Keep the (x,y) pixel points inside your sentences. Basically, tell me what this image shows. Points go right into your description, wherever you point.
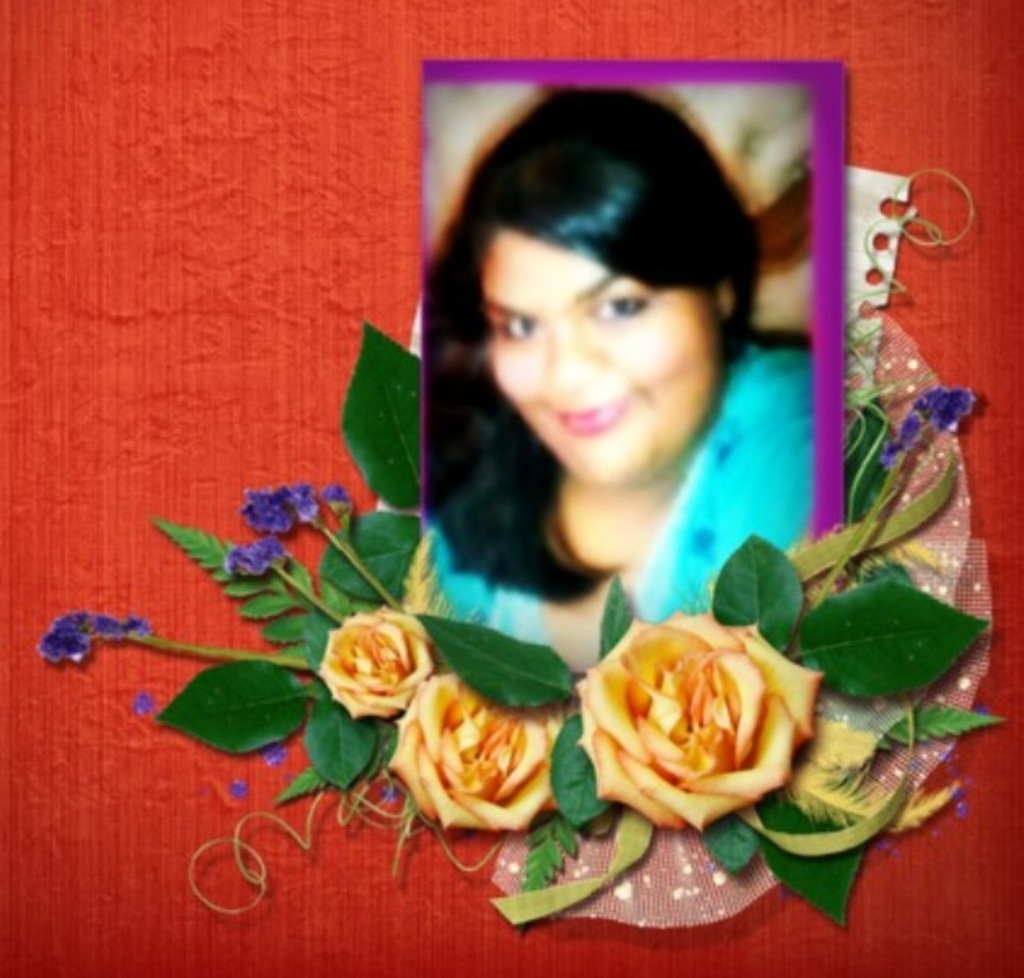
In this image we can see a blurred picture of a woman (464,597) wearing blue dress (700,506) is smiling. Here we can see yellow color flowers (601,718) and a paper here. The background of the image (130,25) is red in color.
